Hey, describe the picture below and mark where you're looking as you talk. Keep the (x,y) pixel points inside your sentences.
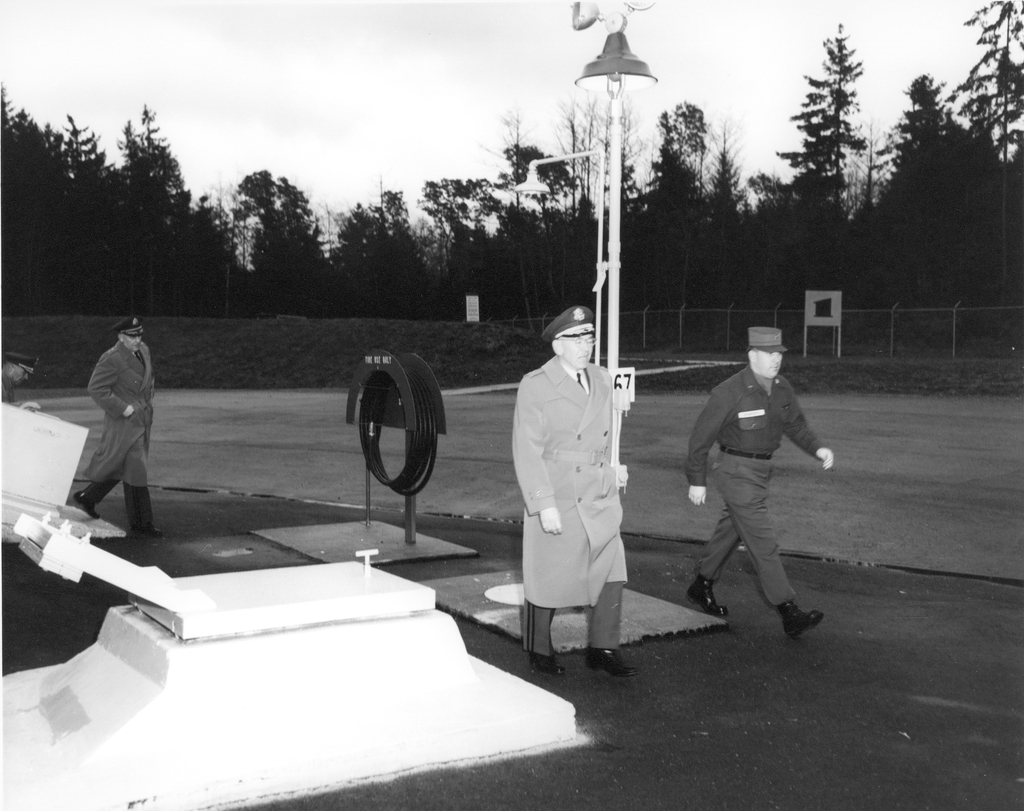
This is a black and white image, where we can see people (531,526) walking, behind them there are poles (613,395), bushes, trees (513,304), fences (724,329), boards (625,388) and there are a few other objects (255,589) around them.
